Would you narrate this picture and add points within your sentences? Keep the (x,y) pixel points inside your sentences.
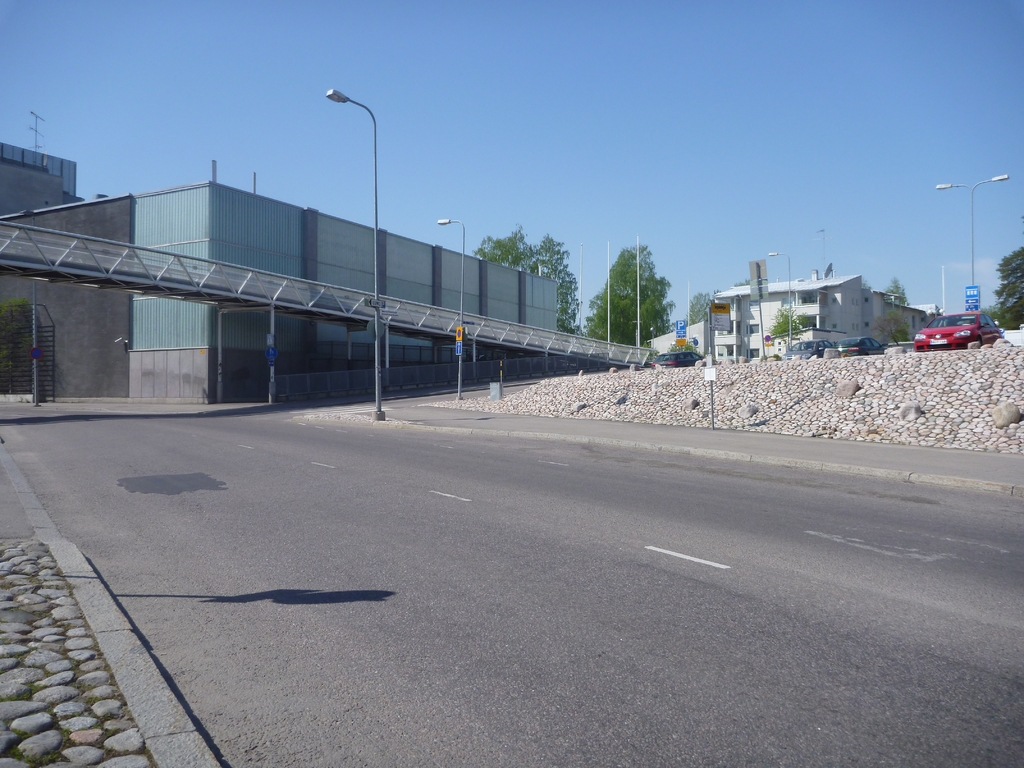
In this image, there are a few buildings (540,286) and vehicles (965,342). We can see some poles (711,386), trees (621,306), a bridge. We can see the ground (66,530) and some boards (727,311) with text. We can also see a black colored object (53,366). We can also see the sky (507,3) and some rocks (987,377).
